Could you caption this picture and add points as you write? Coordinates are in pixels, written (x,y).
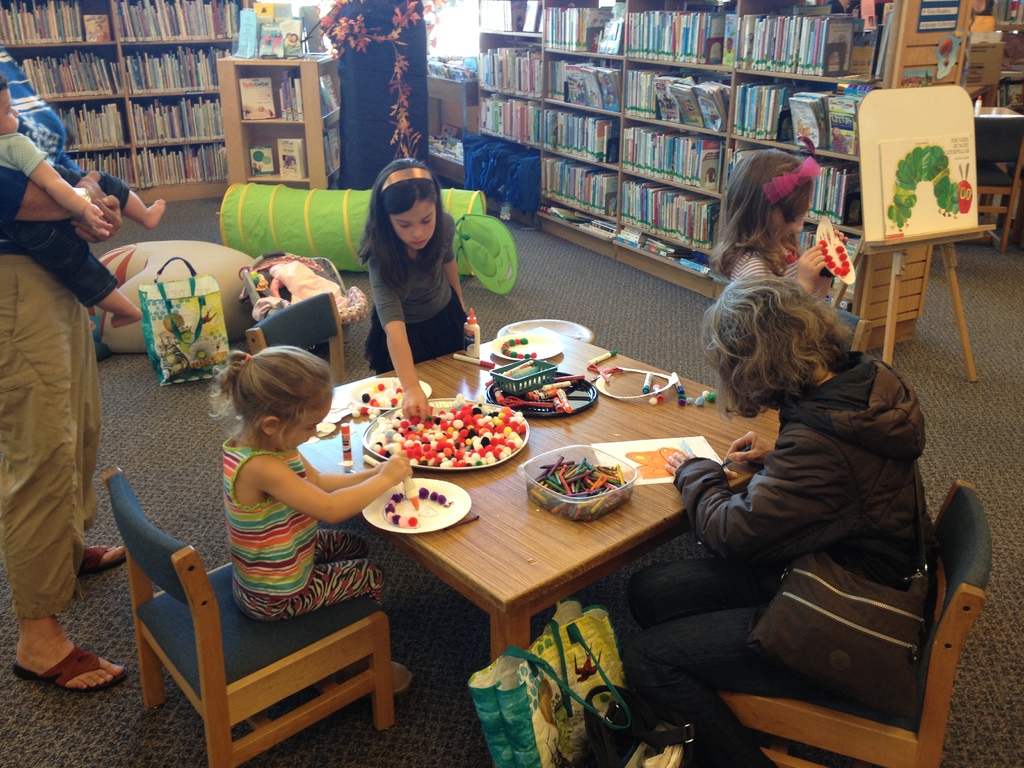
In this image we can see people (232,496) sitting on the chairs (138,537) and standing on the floor (607,324) and a table (478,508) is placed in the middle of them. On the table (471,390) there are stationery items (434,441). In the background (710,110) there are books (657,83) arranged in the cupboards (555,57), decors (392,90), toys (304,207) and a painting canvas (908,114).
